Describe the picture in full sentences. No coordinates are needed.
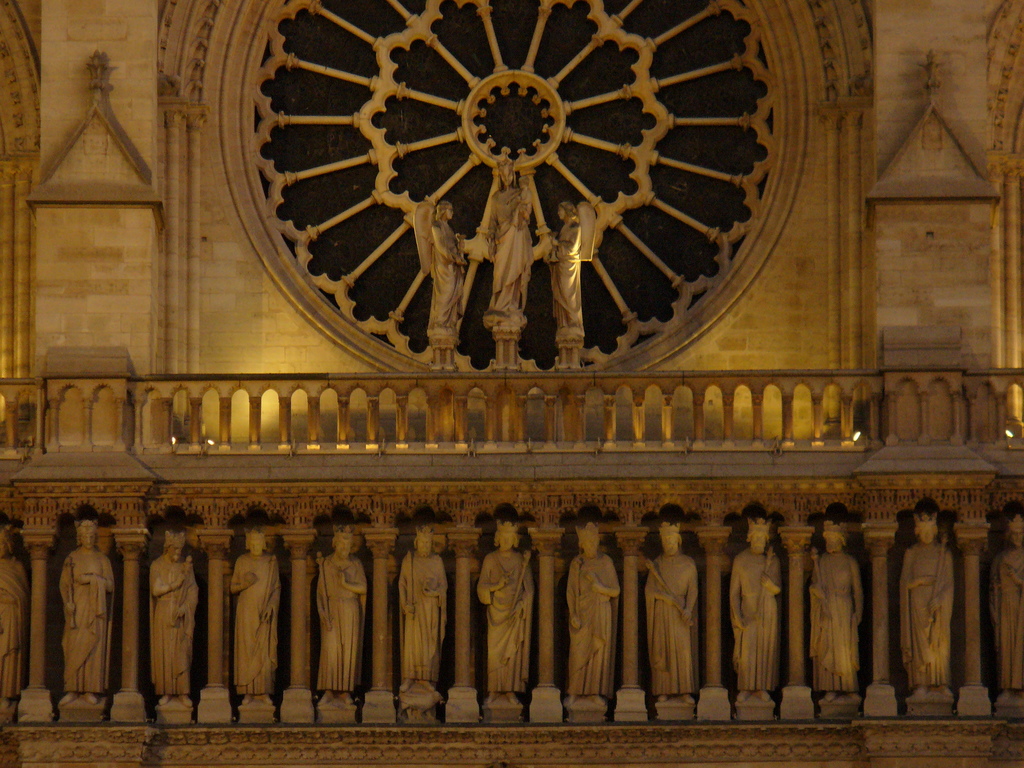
In this image there are sculptures of the people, lights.
